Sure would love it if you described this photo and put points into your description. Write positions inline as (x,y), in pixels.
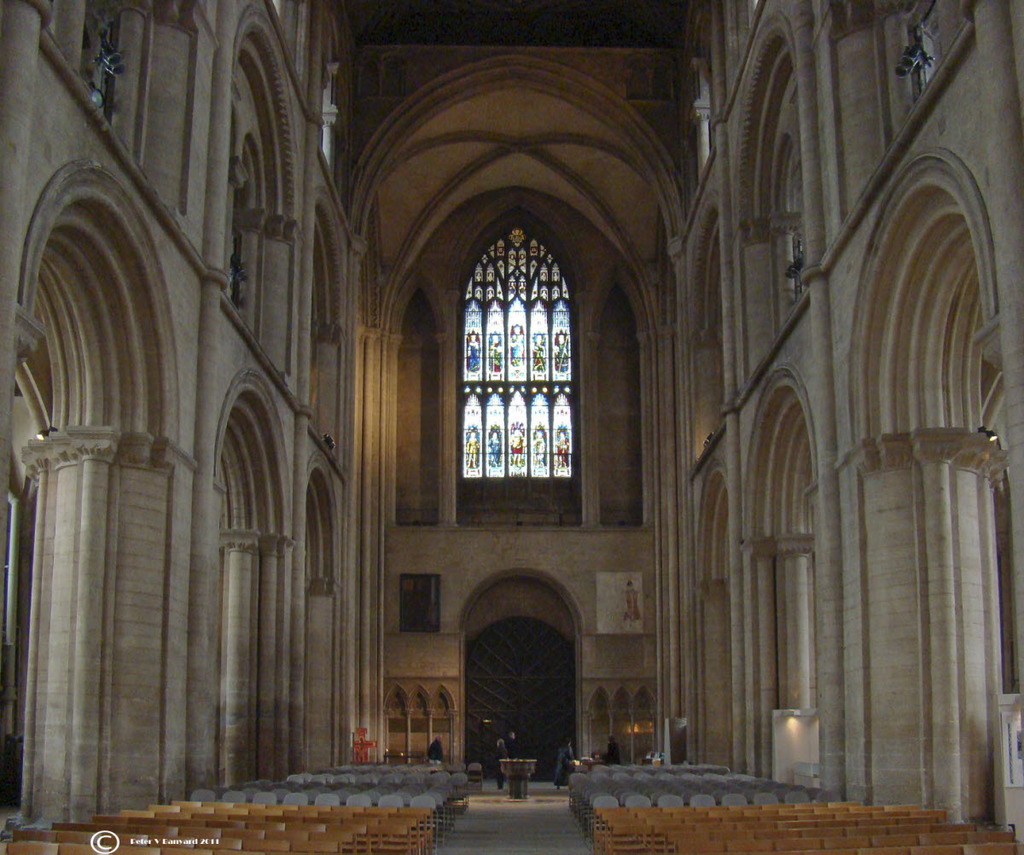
This image is taken from inside. In this image there are chairs (593,779), in front of the chairs (634,785) there are a few people (572,759) standing. On the right (895,410) and left side of the image (204,493) there are walls (142,514) with arches (903,412). In the background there are two frames (641,593) are hanging on the wall (560,523).
